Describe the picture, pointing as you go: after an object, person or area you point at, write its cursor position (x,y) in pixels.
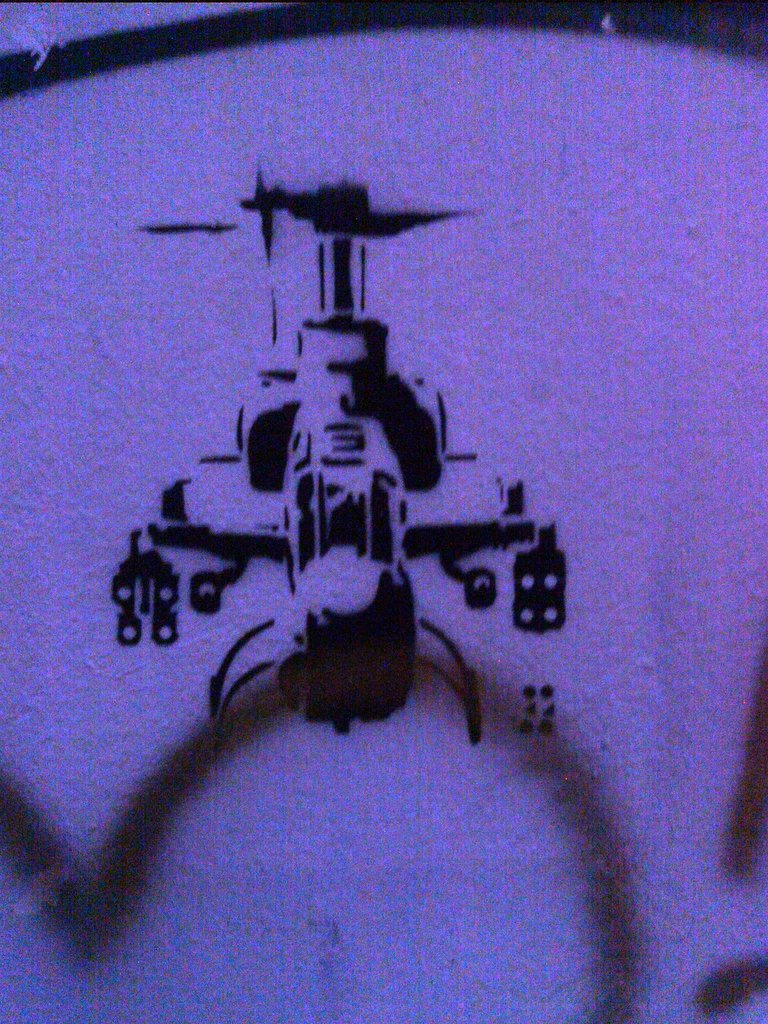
In this picture we can see a wall (639,449), we can see sketch of a helicopter (401,520) on the wall (307,265).
